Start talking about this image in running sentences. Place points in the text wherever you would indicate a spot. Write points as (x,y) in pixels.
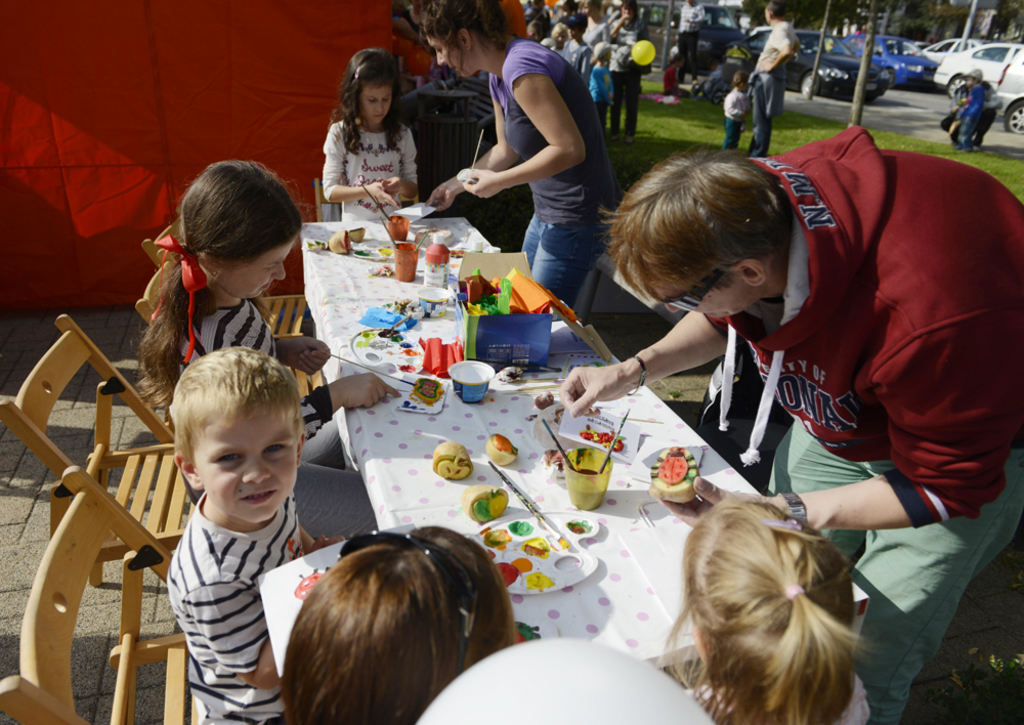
There are some children (223,364) sitting in the chair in front of the table (577,612). On the table (557,506) there are some painting accessories (537,523). Two of the members (721,228) are painting. One is woman (550,259) and other one is man (871,378). In the background (764,82) there are some people (621,34) and vehicles (949,74) here.
